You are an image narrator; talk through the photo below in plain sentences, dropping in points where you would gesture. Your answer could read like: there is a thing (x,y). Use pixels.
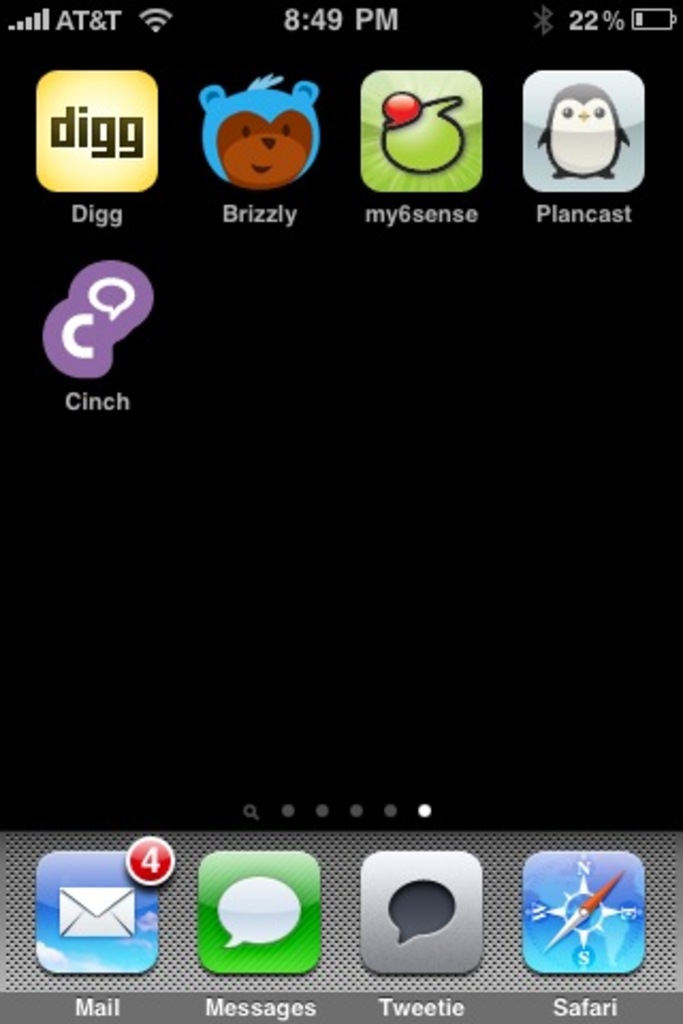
In this image we can see the screen (339,551) of a mobile (461,848). In this screen (205,486), we can see there are a few apps (580,85), below the apps (149,123) there is some text (81,398), at the top of the image (641,13) we can see the percentage (575,16) of the battery (637,9), time (364,10) and WiFi connection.
